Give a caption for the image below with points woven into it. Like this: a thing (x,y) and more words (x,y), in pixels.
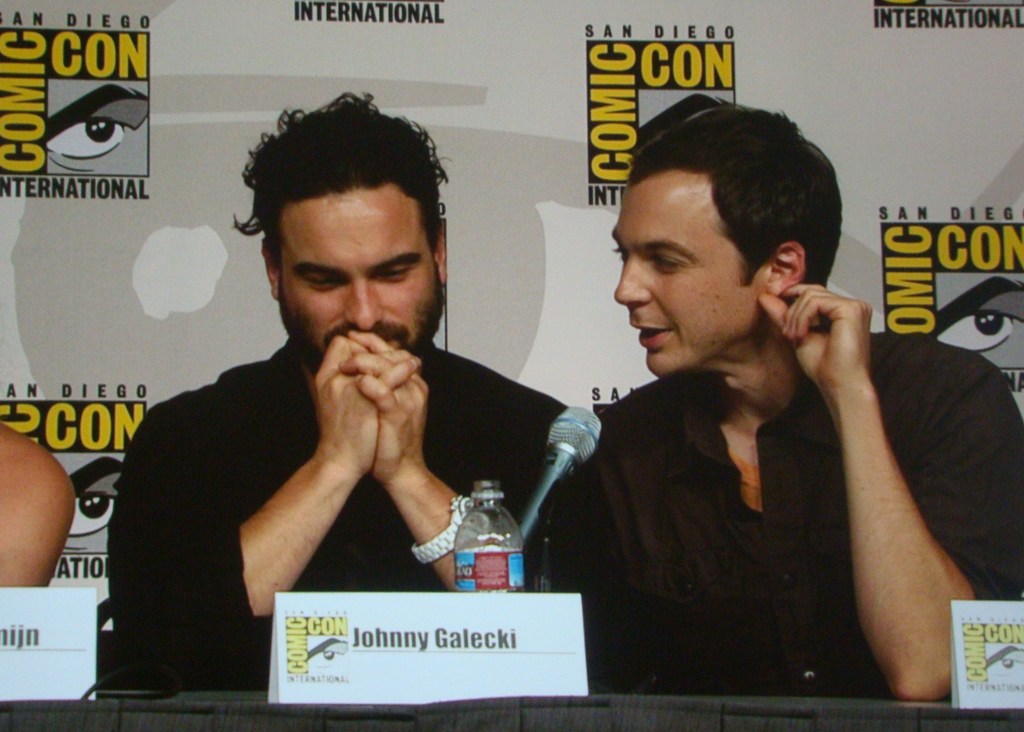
In this image there are people (776,281), boards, a bottle (486,511) and a microphone (580,443). In the background (521,162) there is a banner (731,76).
